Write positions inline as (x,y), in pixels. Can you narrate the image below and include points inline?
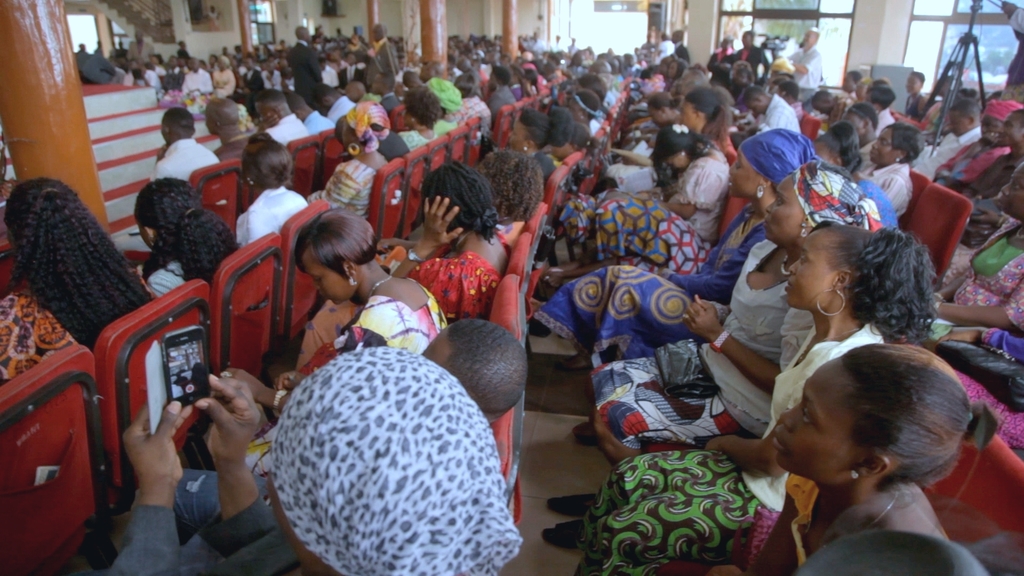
In the image there are many people (508,58) sitting on chairs (267,319), this is clicked inside a building (231,1), in the back (1007,12) there are few men (1017,22) holding cameras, on the left side (125,101) there are steps (124,142) beside the pillars (69,94).
